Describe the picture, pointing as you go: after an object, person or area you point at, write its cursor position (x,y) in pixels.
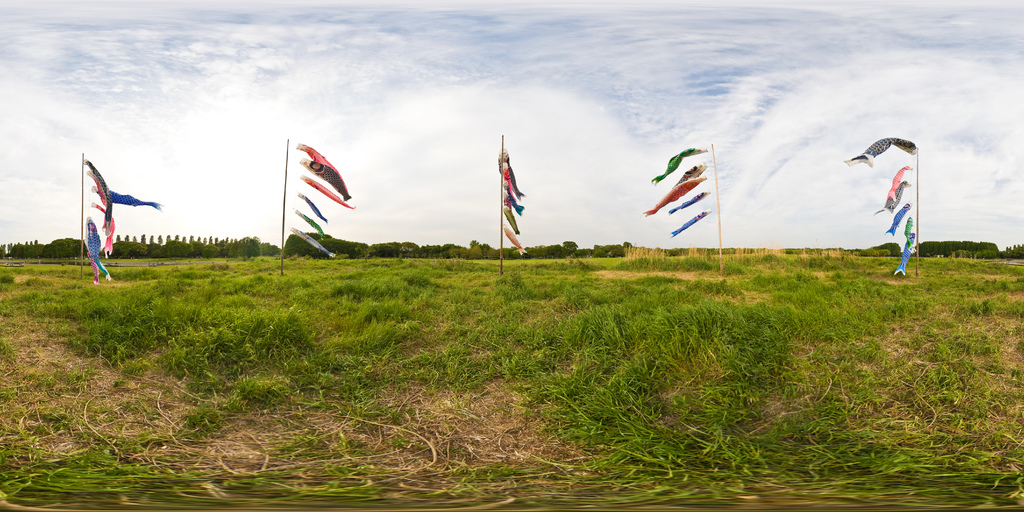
In this image, we can see the ground (400,442). We can see some grass (379,362), plants (672,254) and trees (621,247). We can also see some poles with objects (323,218). We can also see the sky (442,133) with clouds (509,20).
